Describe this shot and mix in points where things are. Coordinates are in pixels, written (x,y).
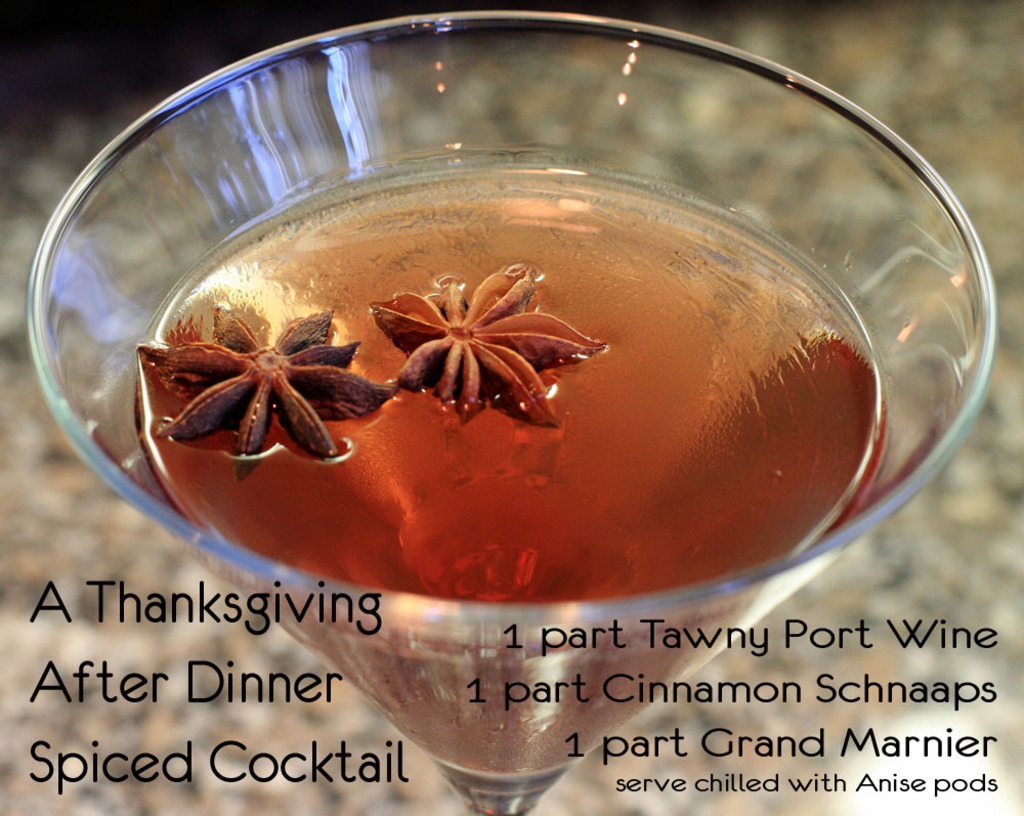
It is an edited image there is some drink (408,433) in a glass (511,606) and there is some text (220,685) mentioned below the image.
